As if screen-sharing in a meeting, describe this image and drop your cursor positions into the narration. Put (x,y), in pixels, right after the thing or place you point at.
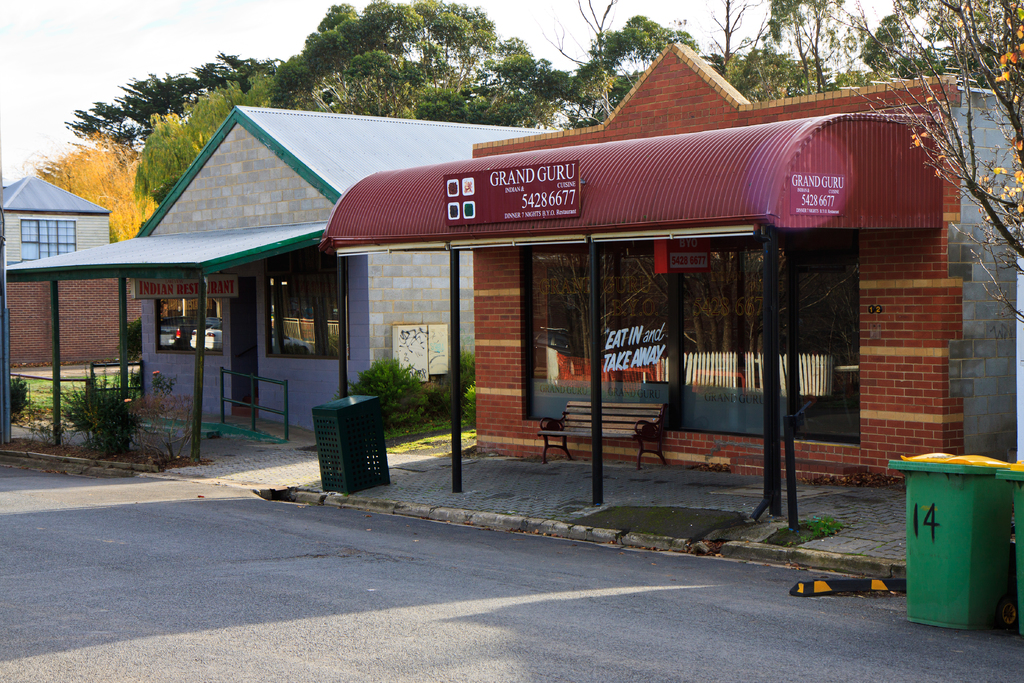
In this picture I can see there are few buildings (554,315), there are few dustbins (911,548) placed on the walkway (396,486), there is a road (269,528) and there are trees (324,101) in the backdrop (729,59). The sky (127,70) is clear.
